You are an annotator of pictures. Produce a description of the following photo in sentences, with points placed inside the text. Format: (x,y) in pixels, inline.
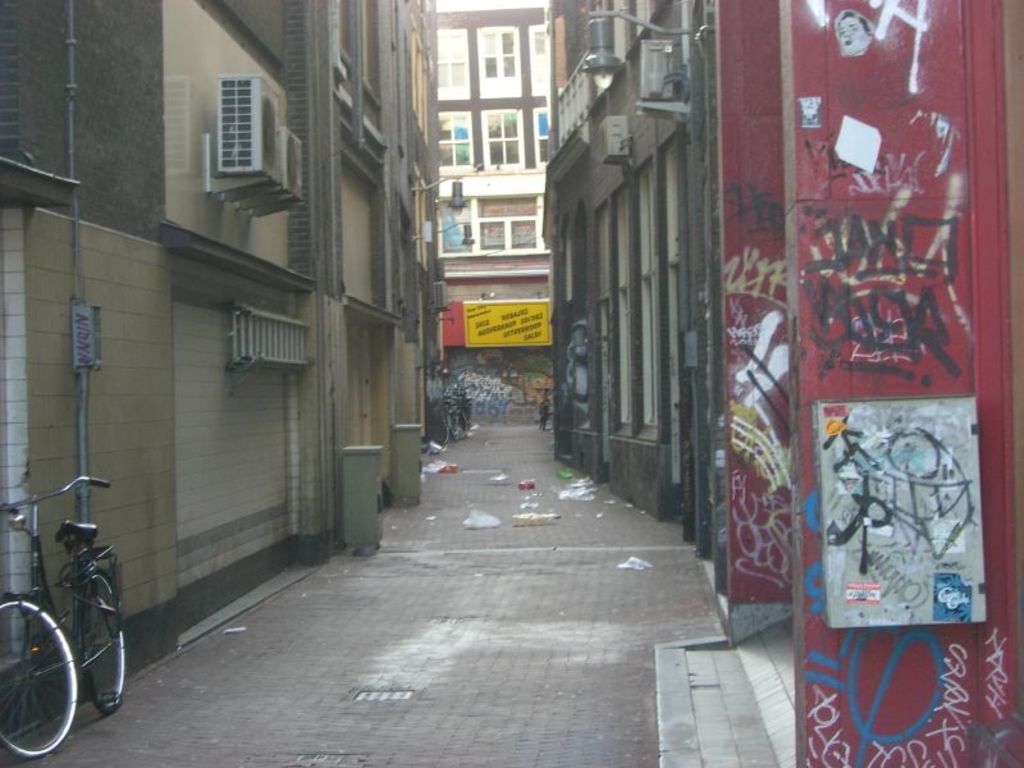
In this image I can see buildings (437,315), a bicycle (22,719) and other objects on the road (402,584). I can also see windows (546,135) and other objects (269,201) on walls (377,199).
